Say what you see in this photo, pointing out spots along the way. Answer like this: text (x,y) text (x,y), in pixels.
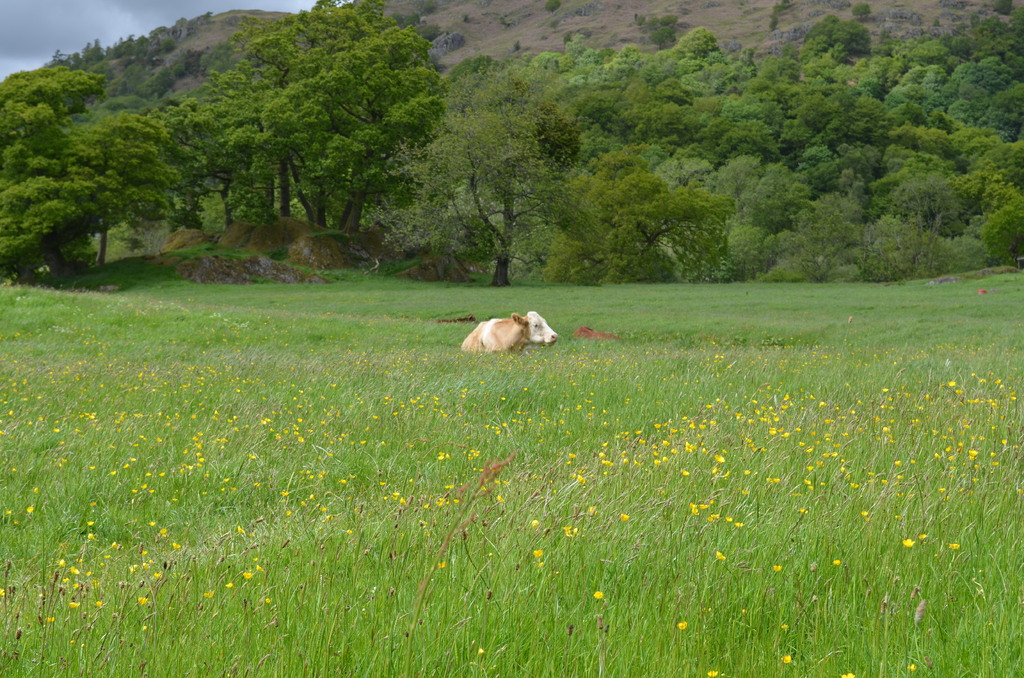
In the image there is a garden (453,345) and there is a calf (502,325) in between the grass (541,362), in the background (299,113) there are trees (360,89) and mountain (525,49).
